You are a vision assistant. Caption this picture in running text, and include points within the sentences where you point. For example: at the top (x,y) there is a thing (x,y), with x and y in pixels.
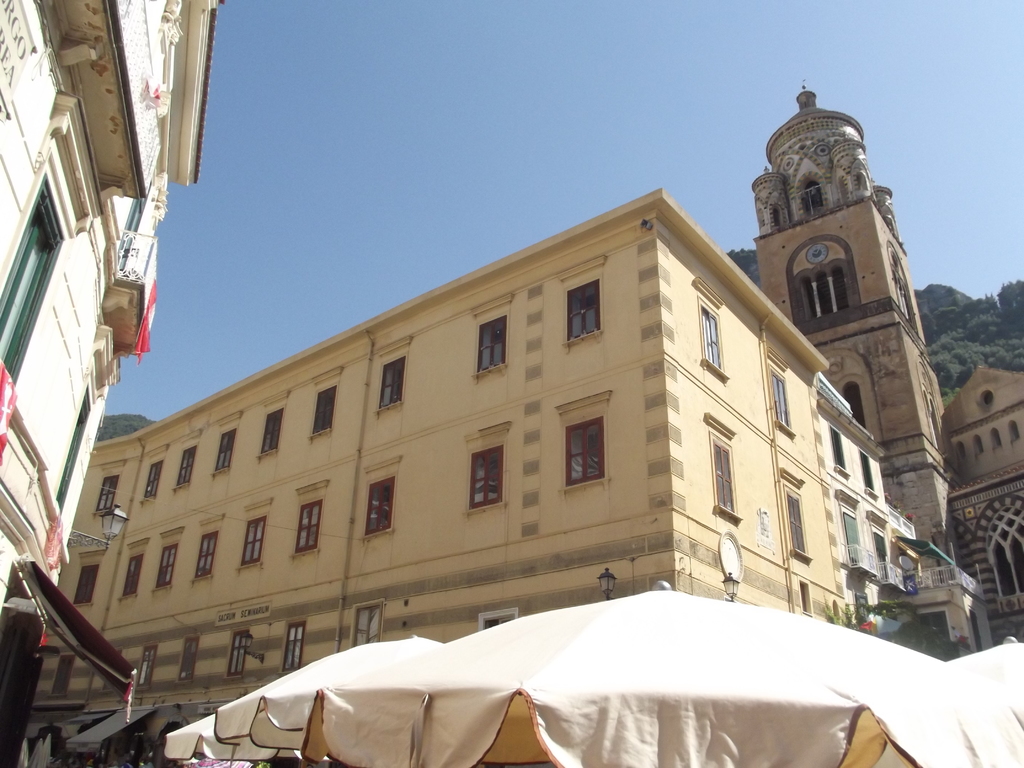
In this image, I can see the buildings (552,496) with windows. At the bottom of the image (527,650), I can see the umbrellas (619,748). In the background (967,328), there are trees (941,306) and the sky (715,211).
